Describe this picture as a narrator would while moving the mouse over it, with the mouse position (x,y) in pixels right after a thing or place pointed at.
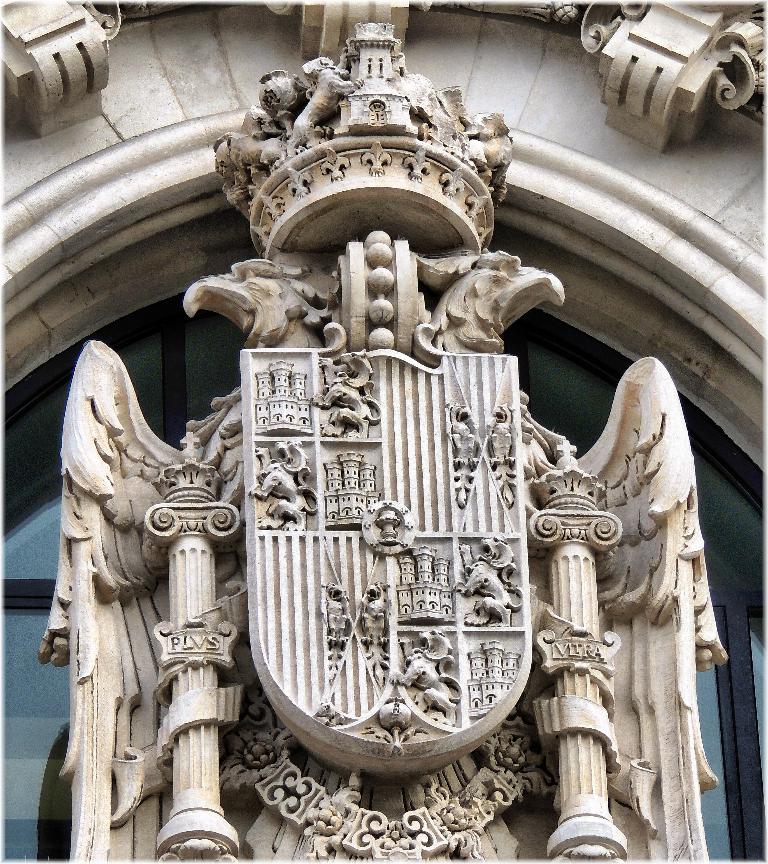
In the picture I can see sculptures (402,480) in the shape of animals (90,474) and some other things (436,617). In the background (722,572) I can see framed glass wall (722,572).
